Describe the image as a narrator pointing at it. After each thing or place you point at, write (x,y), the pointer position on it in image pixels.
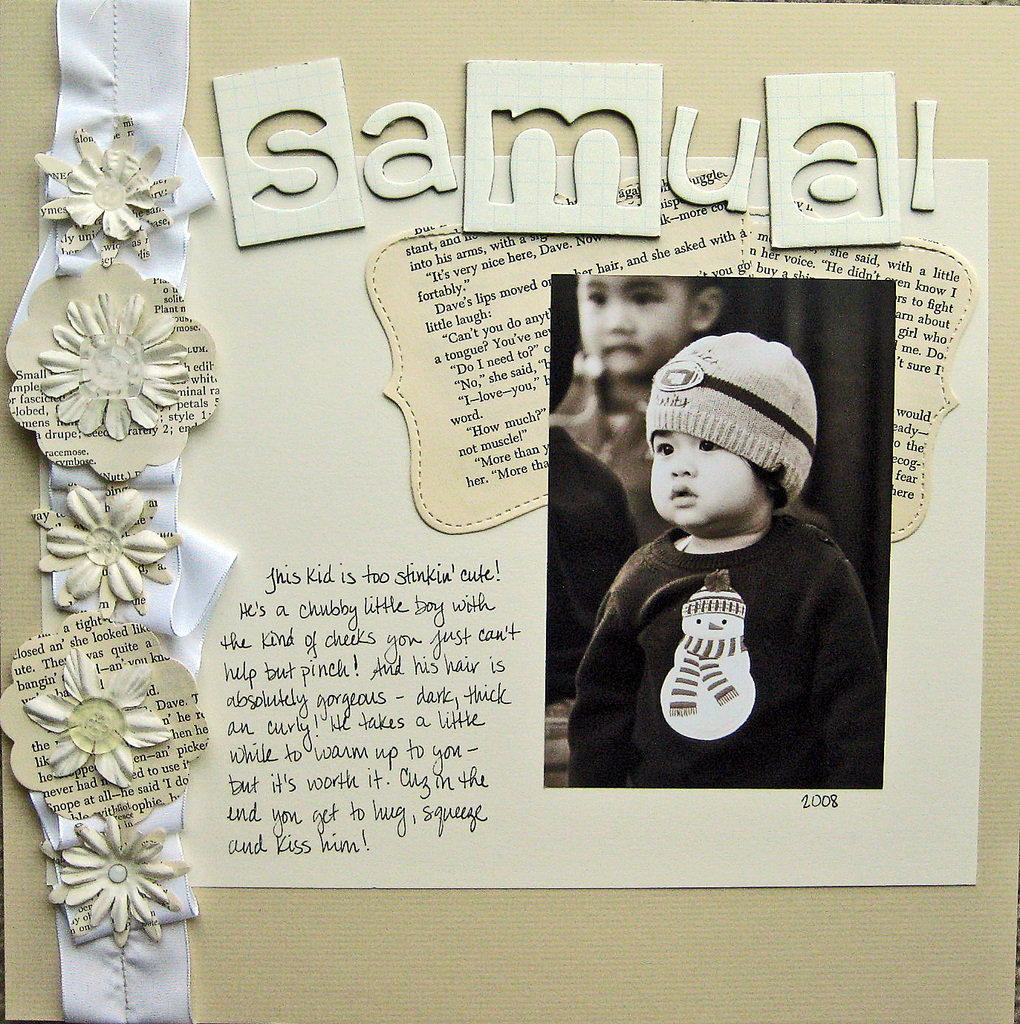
In this picture, we can see a paper (469,810) and on the paper (455,809) it is written something, a baby photo (650,631) is pasted and some decorative items (160,155).
